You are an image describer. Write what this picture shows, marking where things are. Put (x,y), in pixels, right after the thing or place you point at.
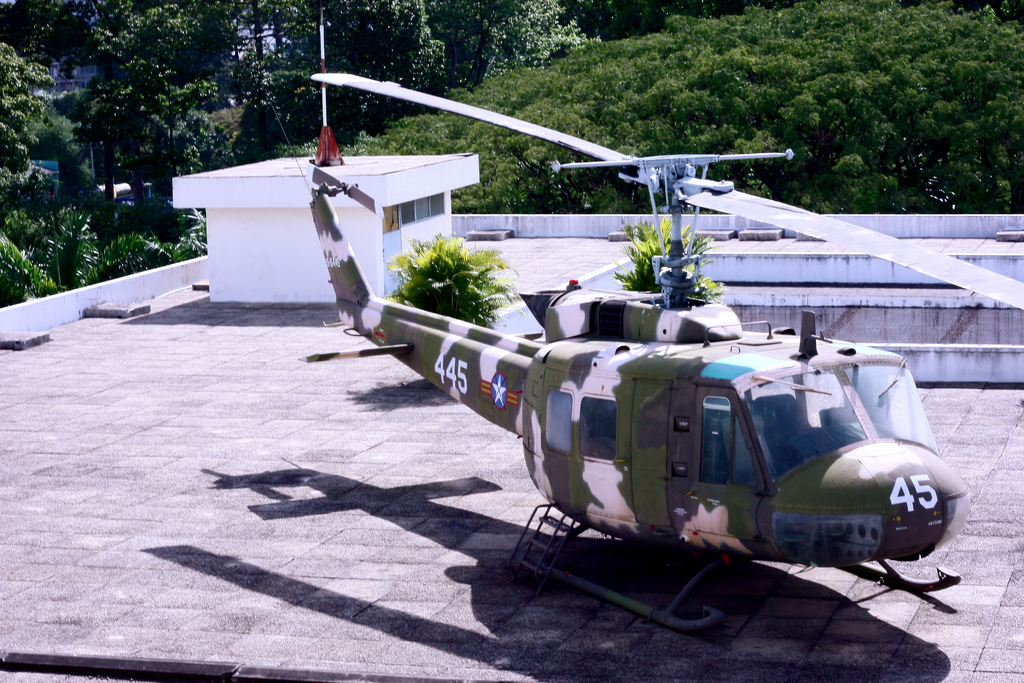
There is a helicopter (632,422) on the roof top (402,486). There are plants (641,258) on the rooftop (597,280). On the helicopter (417,356) there is a logo (505,390) and a number (912,493). In the back (630,7) there are trees (184,134). And there is a room (429,209) on the rooftop (510,593). On that there is a pole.
